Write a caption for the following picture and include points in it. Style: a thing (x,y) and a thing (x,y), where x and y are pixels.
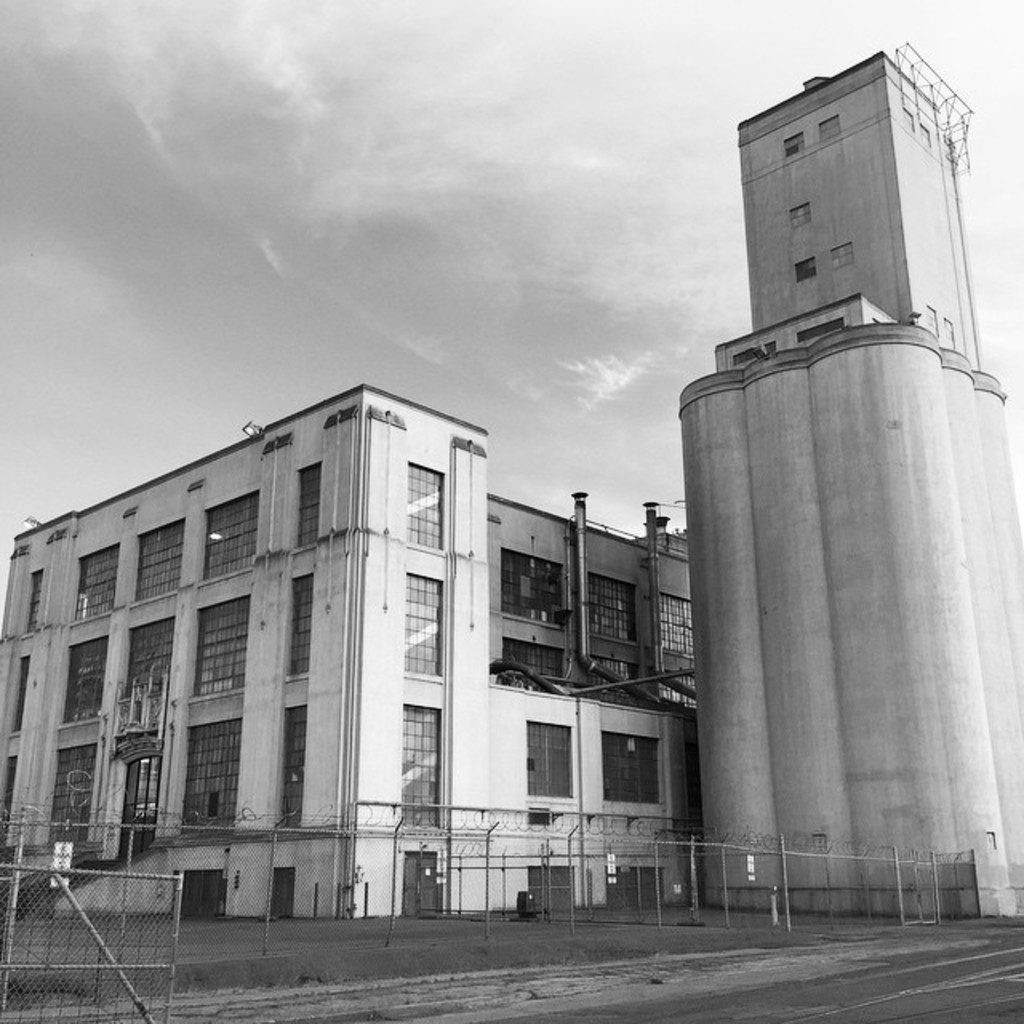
In this image I can see the ground (754,923), the metal fencing (549,905) and few huge buildings (360,723). I can see few pipes (584,645) to the buildings (367,651) and in the background (389,299) I can see the sky (368,207).
